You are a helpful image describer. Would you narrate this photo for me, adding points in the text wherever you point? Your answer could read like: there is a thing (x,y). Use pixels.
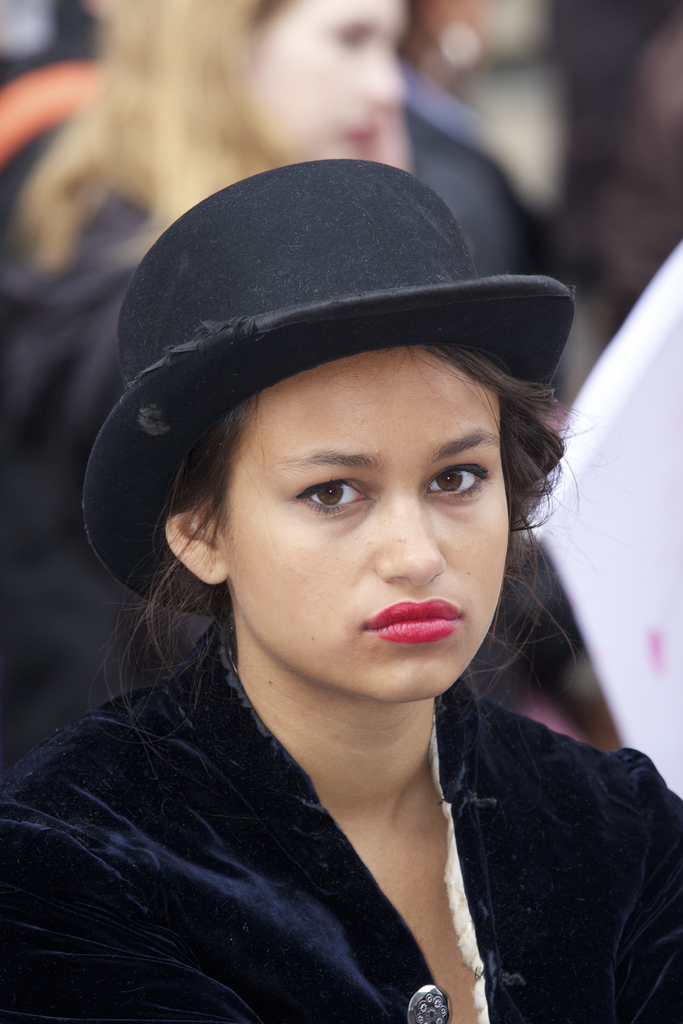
At the bottom of this image (486,987), there is a woman (253,275) wearing a black color cap (211,276) and watching something. In the background (229,121), there is another woman (262,163). And the background (617,4) is blurred.
